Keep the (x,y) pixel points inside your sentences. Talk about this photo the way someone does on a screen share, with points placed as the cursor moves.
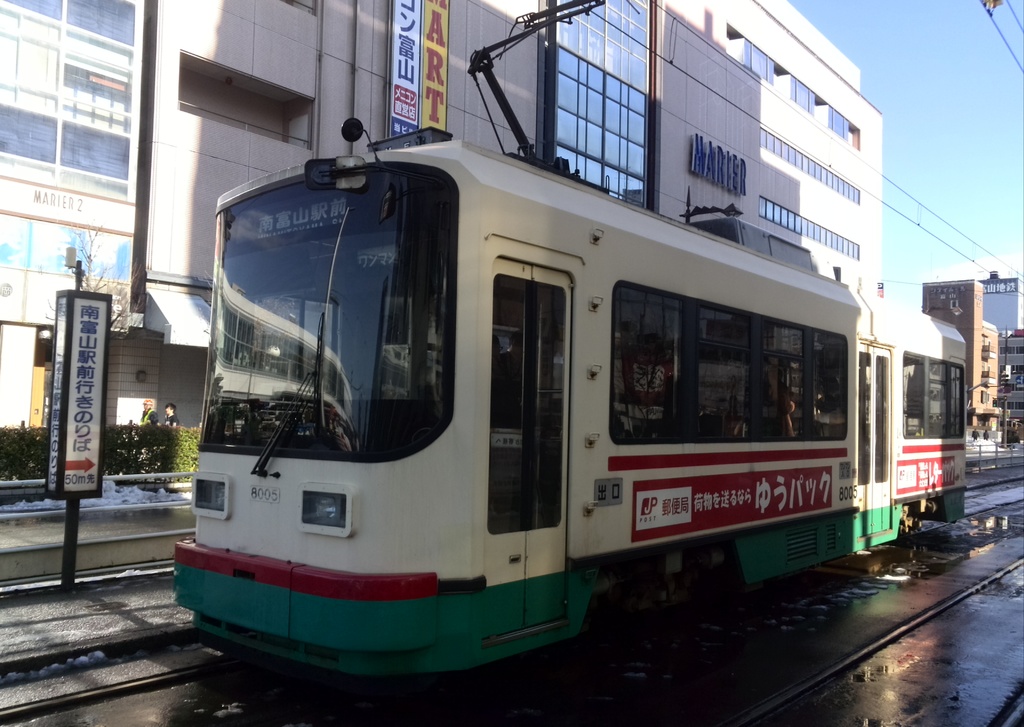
In the picture I can see electric locomotive (591,389) which is moving on track (184,677) and in the background of the picture (7,236) there are some buildings (37,275) and clear sky (906,101).
